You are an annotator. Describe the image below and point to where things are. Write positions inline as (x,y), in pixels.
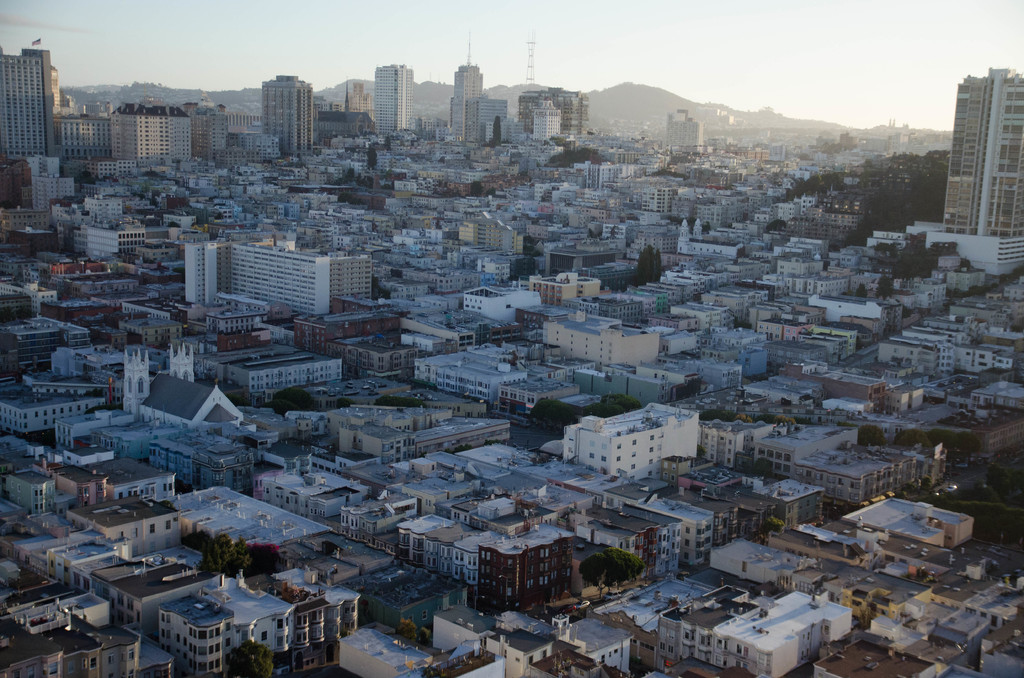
In this image, there are some homes (881,465) and there are some buildings (470,400).
